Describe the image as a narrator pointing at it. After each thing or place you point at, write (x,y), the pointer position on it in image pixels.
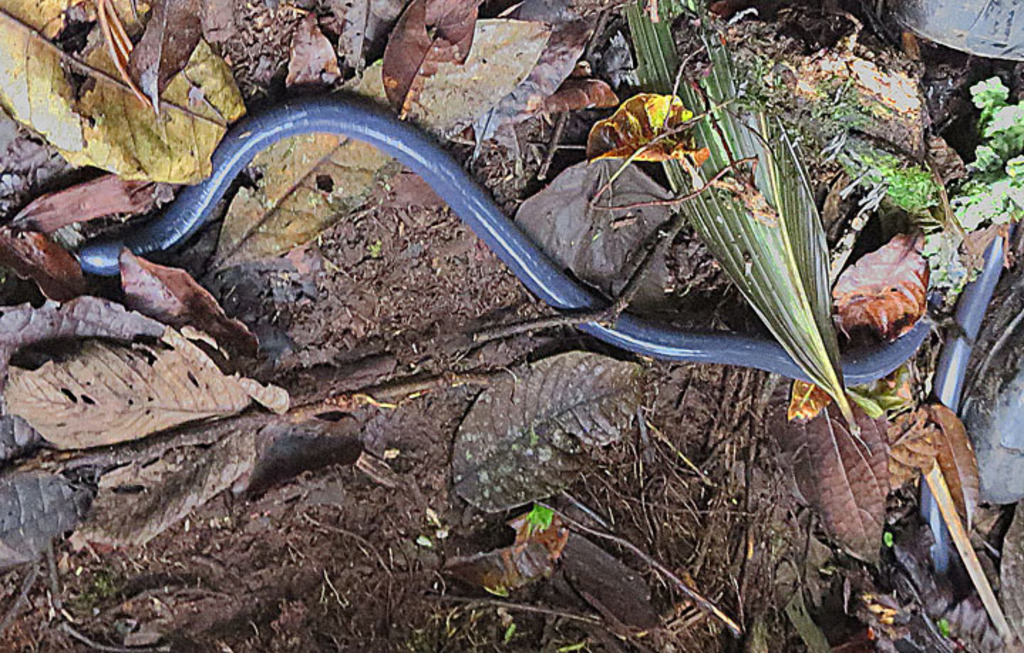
In this picture we can see a legless amphibian (672,339) and leaves (426,49).
